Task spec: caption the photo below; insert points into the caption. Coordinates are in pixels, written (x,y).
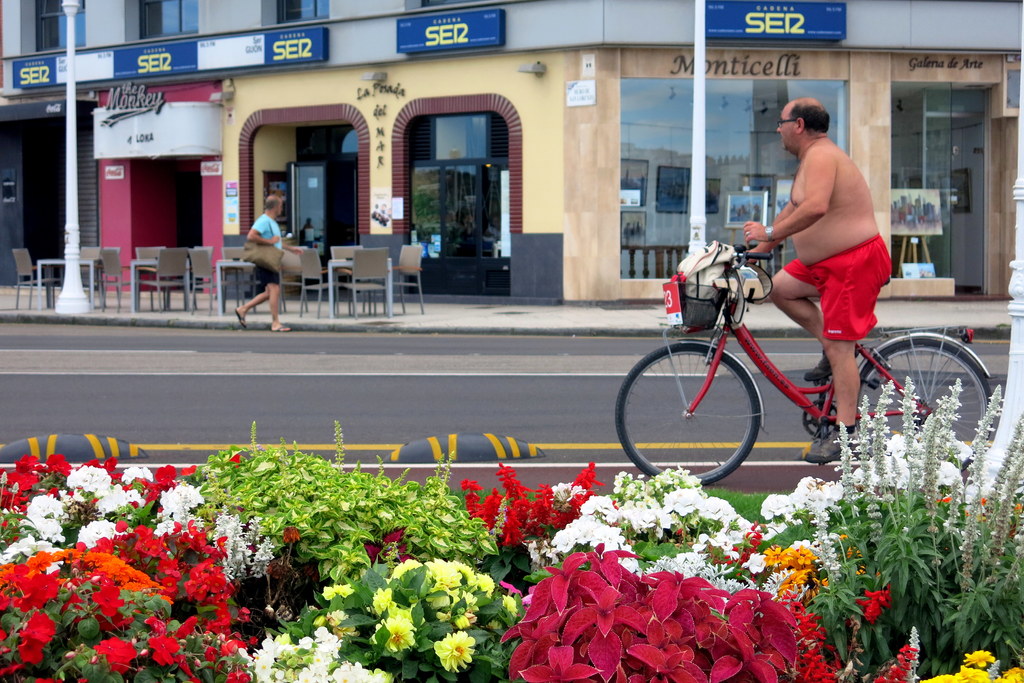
A man (829,447) is riding a bicycle (689,411) on a road (945,385). He is carrying a bag (707,265) on it. There are some flower plants (573,625) beside the road (95,442). A man (271,300) at a distance is passing by a restaurant (472,220). There are some tables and chairs (343,250) in front of the restaurant (372,205).
